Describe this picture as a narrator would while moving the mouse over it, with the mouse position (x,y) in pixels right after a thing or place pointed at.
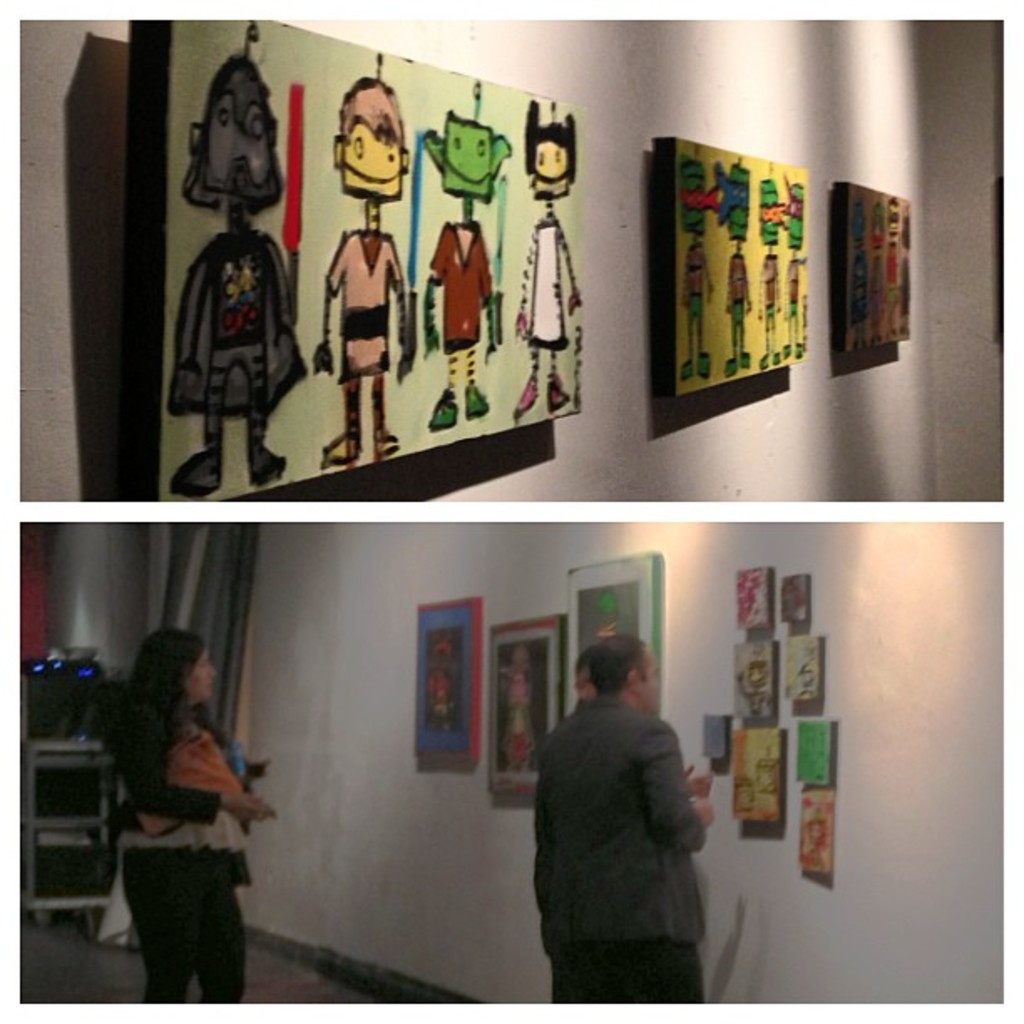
This is the collage pictures of wall (351,531), paintings (287,314), persons (266,806).
